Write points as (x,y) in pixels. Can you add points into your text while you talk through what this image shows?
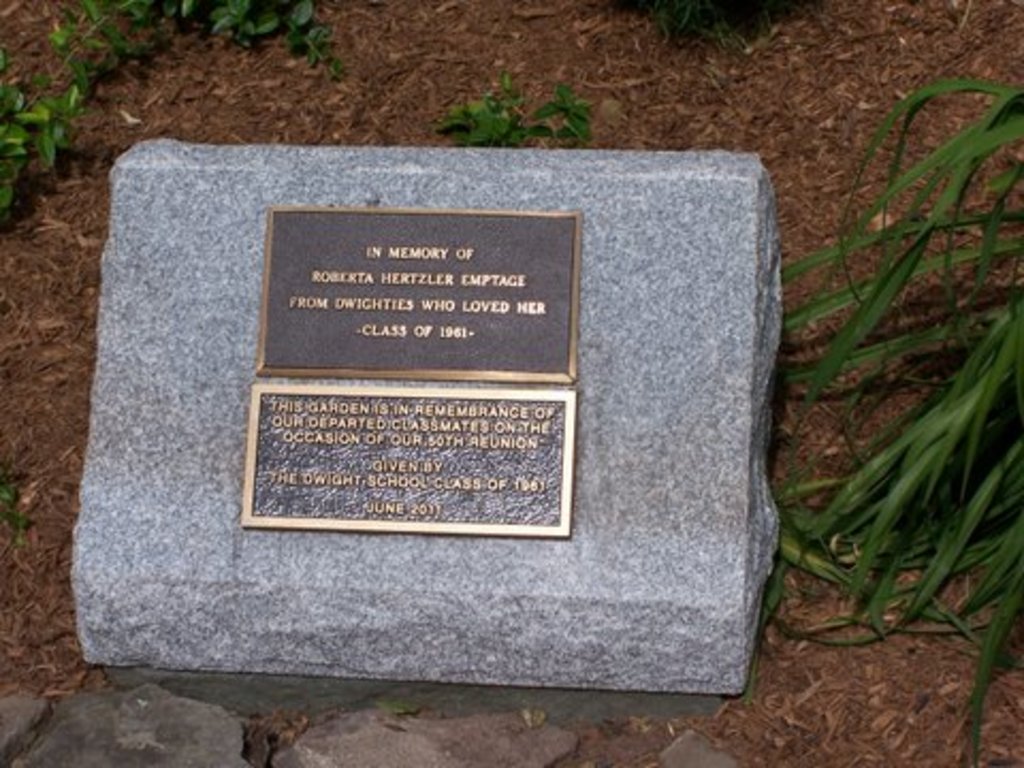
In this picture we can see headstone (283,224) and plants (823,321).
